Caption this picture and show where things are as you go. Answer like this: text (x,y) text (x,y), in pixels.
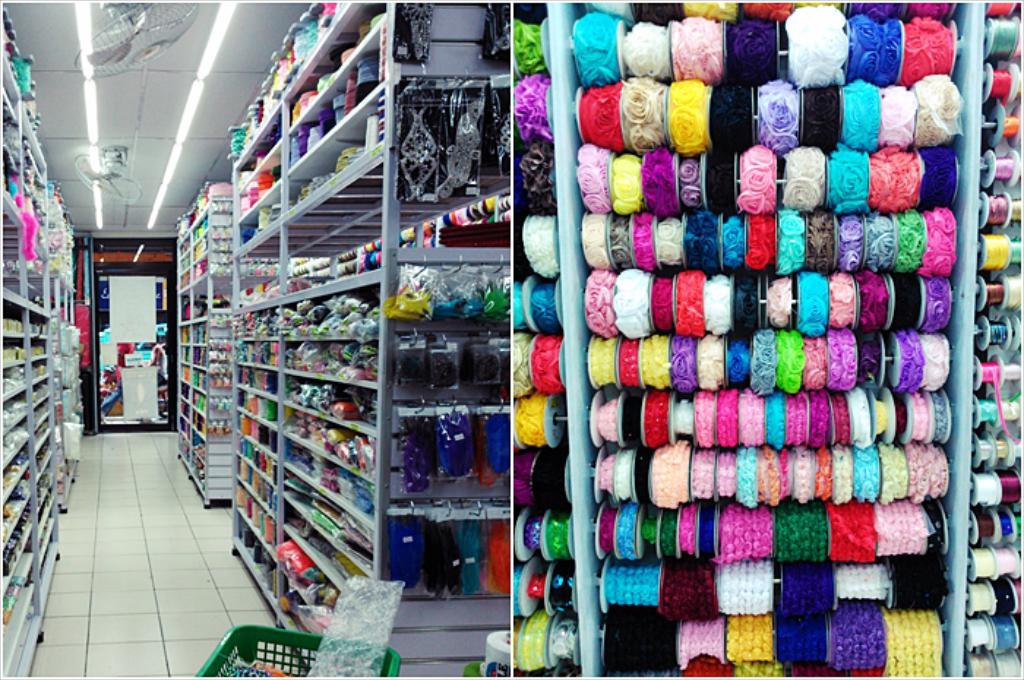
In this picture there are racks (309,239) in the image, which contains threads (560,318) and other items (218,348), there is a door (152,320) in the background area of the image (152,320) and there are fans (160,8) at the top side of the image (116,119), there is a basket (265,633) at the bottom side of the image (317,642).
